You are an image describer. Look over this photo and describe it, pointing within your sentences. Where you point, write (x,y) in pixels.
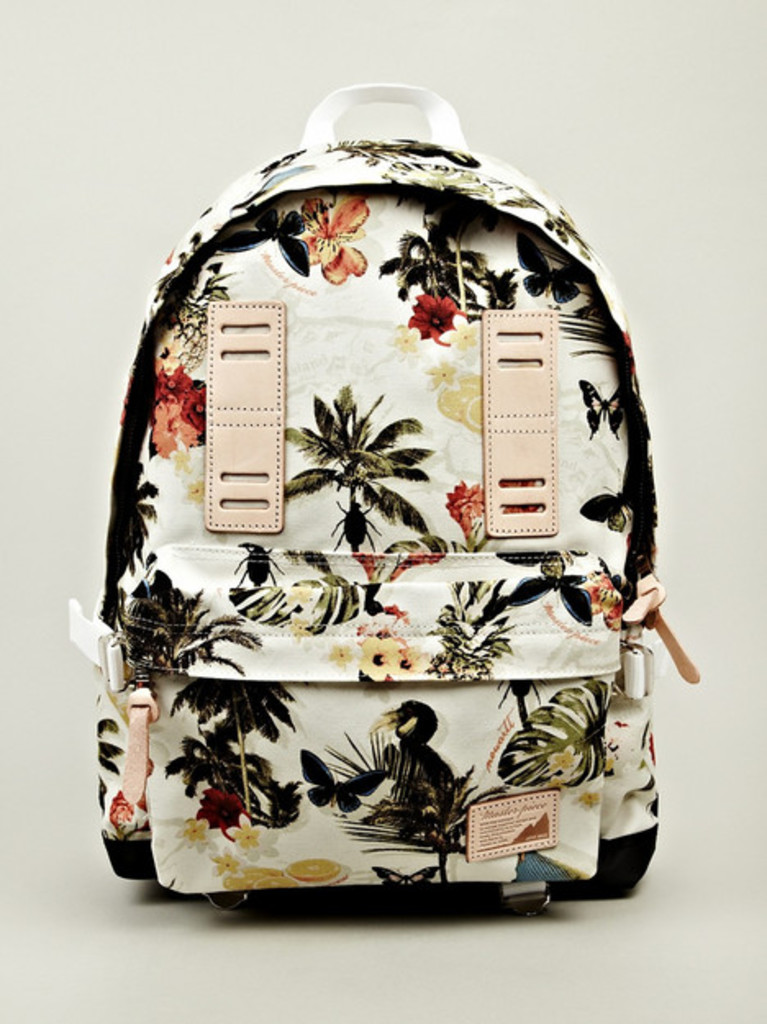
In the picture we can find a bag (197,386) and it consists of some designs (186,391) and some zip handles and it is placed on the table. In the background (90,357) there is a wall (90,357).
